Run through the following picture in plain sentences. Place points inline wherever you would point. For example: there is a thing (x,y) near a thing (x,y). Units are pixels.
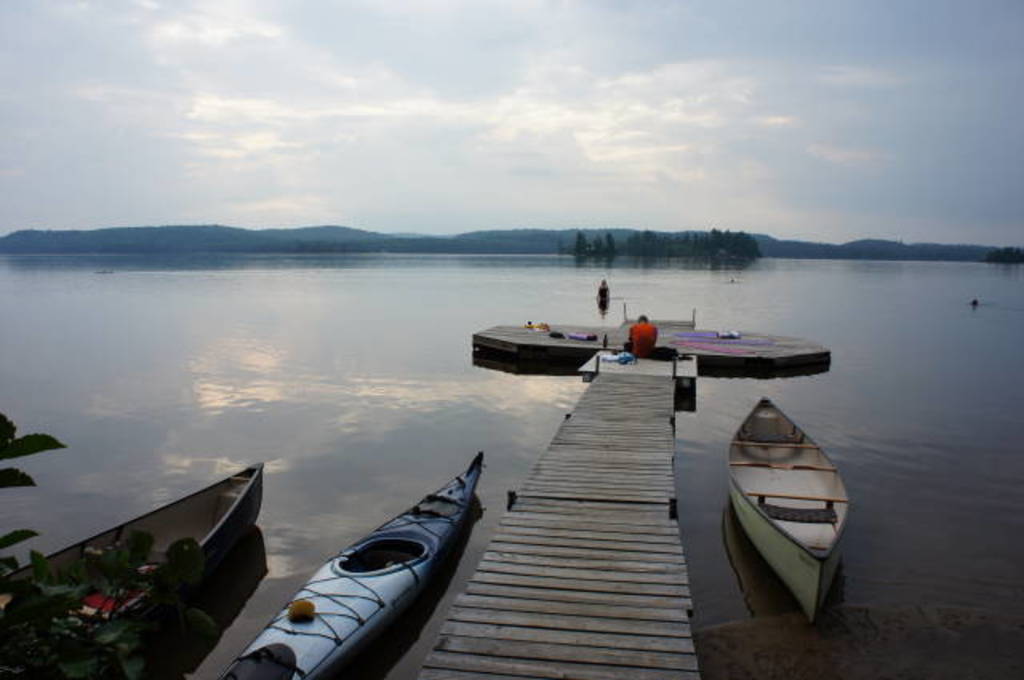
There are boats (313,637) in this water (711,605), in the middle (633,351) a man (634,339) is sitting on the wooden bridge (622,467), this is water (345,319). At the top (475,100) it is the sky (521,119).
